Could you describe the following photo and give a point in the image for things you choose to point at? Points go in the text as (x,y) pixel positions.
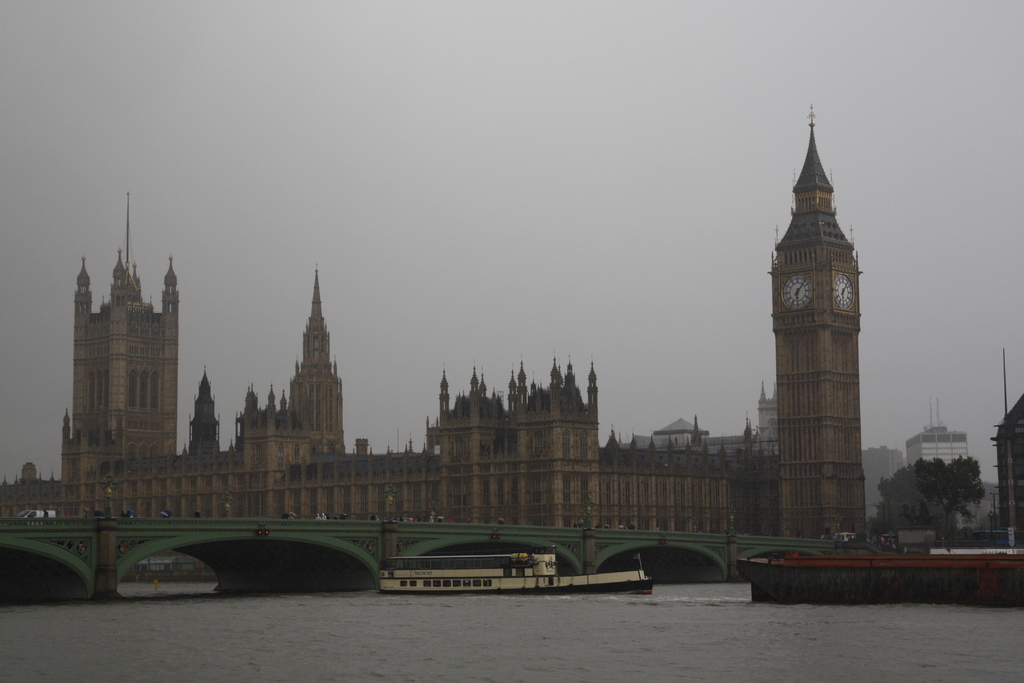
In the image we can see there are many buildings (654,447). This is a clock (789,300), boat (445,577), water (424,665), bridge (316,546), tree (894,496) and a sky (543,204). We can even see there are people (317,512) on the bridge (277,534) and they are wearing clothes (372,519).
